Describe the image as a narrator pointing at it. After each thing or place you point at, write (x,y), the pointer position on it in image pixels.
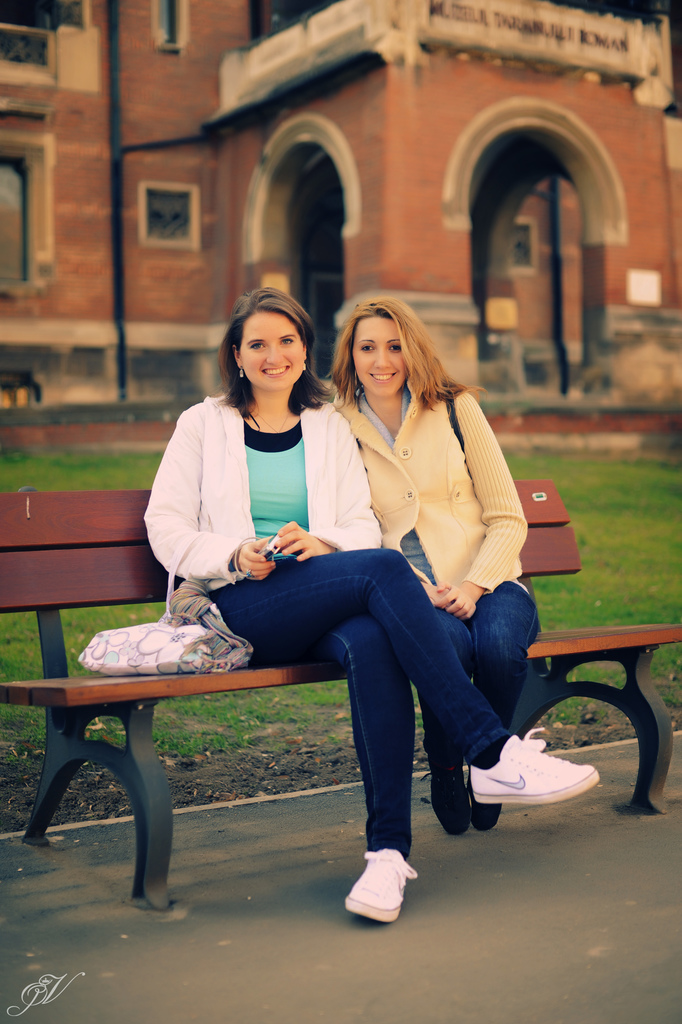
In this picture there are two women (371,475) seated on a bench (50,589) wearing hoodies (351,454). In the foreground (417,944) there is a road (281,944). On the background (366,90) there is a building (373,190). In the center of the picture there is grass (54,459).
